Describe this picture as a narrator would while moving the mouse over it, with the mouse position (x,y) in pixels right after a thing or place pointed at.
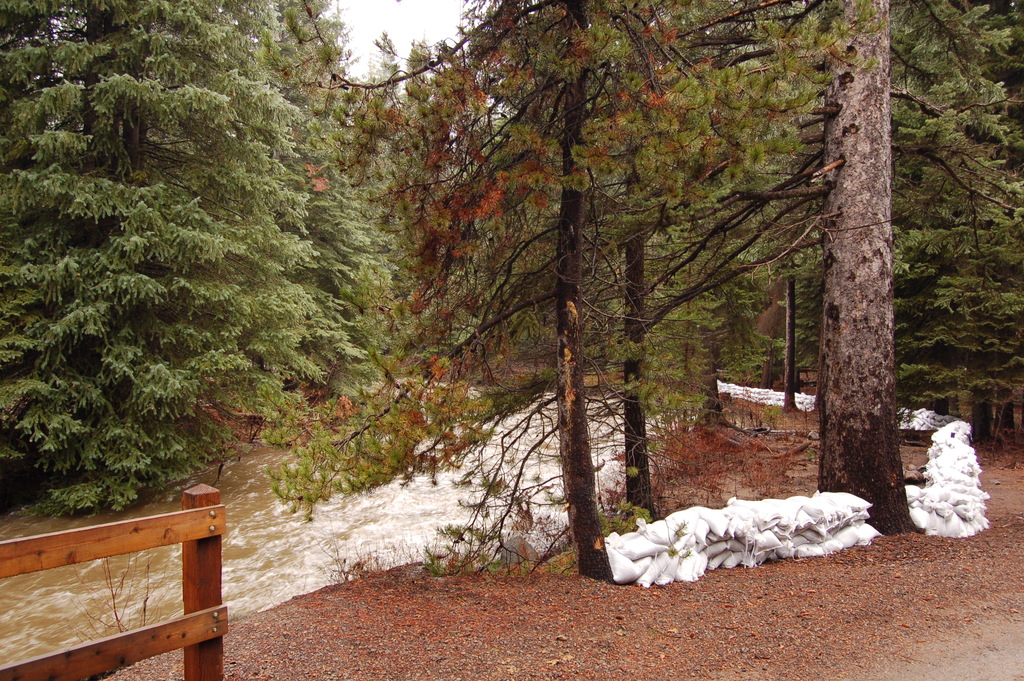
In this picture we can see trees (620,137), there is water (347,504) in the middle (532,409), at the bottom (487,601) there are some stones (524,634), on the right side (787,554) we can see bags (960,473), there is the sky (414,17) at the top of the picture (425,23).
